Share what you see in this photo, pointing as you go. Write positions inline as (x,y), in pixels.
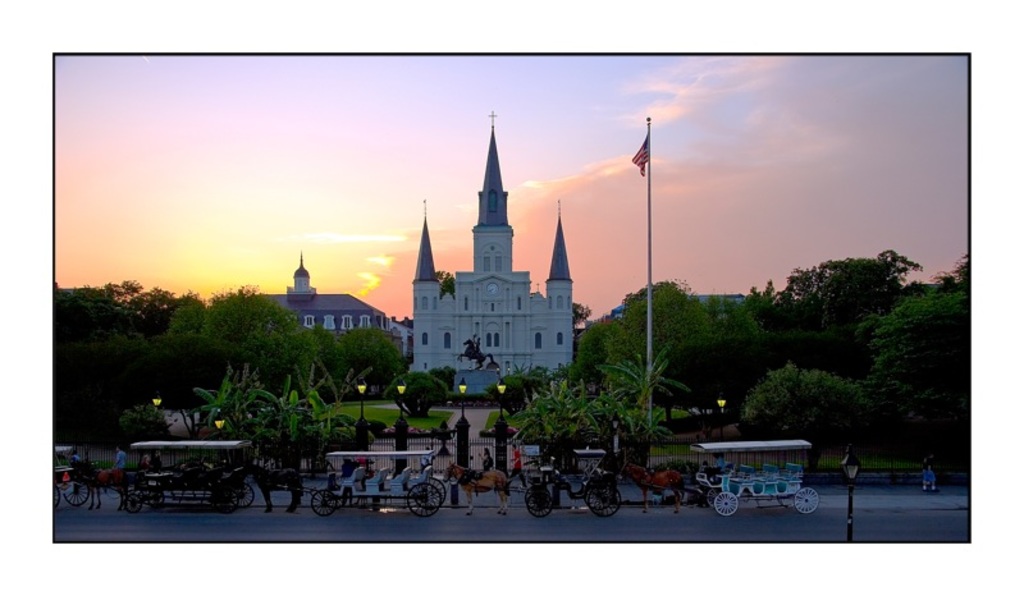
In this image in the center (447,360) there are some buildings (397,335) and church (418,367), and at the bottom (182,477) there are some vehicles (757,480), horses (268,476), gate (443,440), pole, flag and some trees (832,365) and plants (826,400). At the bottom (472,529) there is a road (843,529), and at the top of the image (422,135) there is sky (149,168).
